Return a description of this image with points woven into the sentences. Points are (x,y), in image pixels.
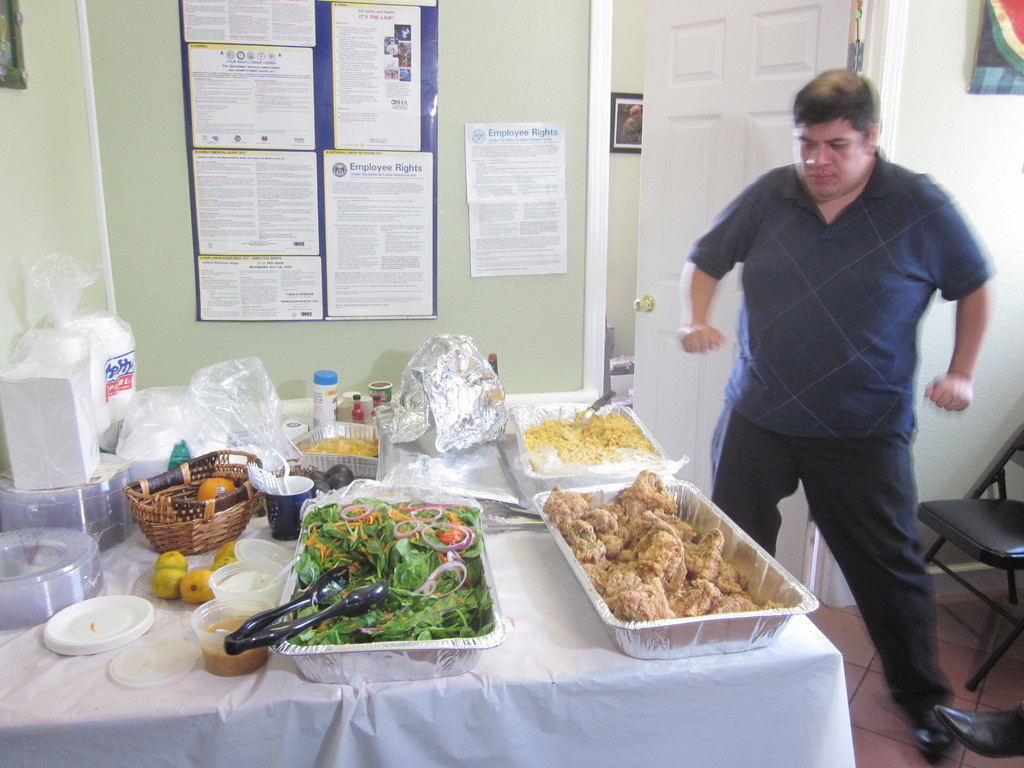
This image consists of food (423,564) which is on the table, there is a person (856,393) standing and there is an empty chair (999,520), on the right side (985,733) there is an object (986,735) which is black in colour. In the background (751,134) there is a door (650,115) and there are frames (622,133) on the wall (567,144) and there are posters (389,137) with some text (383,186) written on it. On the table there are objects (113,426) which are white in colour and there are baskets (183,498), there are plates (39,561).
